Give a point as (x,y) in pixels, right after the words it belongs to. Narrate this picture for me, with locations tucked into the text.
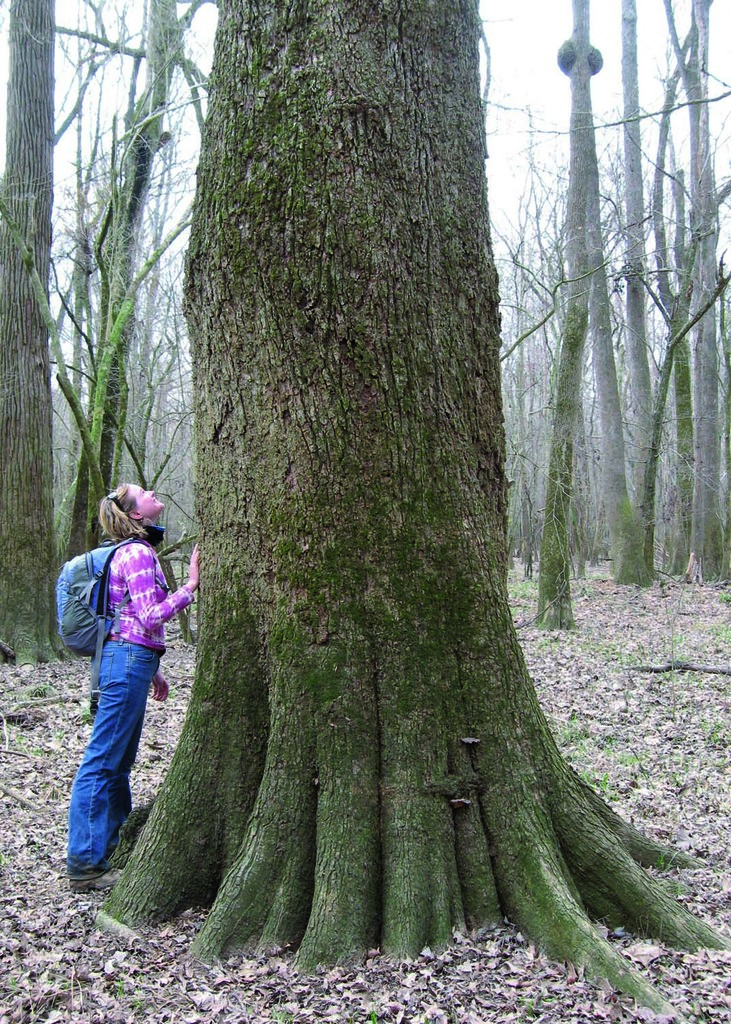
In the picture I can see the trunk (199,412) of a tree (414,650) in the middle of the image (289,500). I can see a woman (151,528) on the left side (158,678) is carrying a bag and she is smiling. In the background (138,397), I can see the trees (514,293) and there are leaves (54,904) on the ground (477,936).
